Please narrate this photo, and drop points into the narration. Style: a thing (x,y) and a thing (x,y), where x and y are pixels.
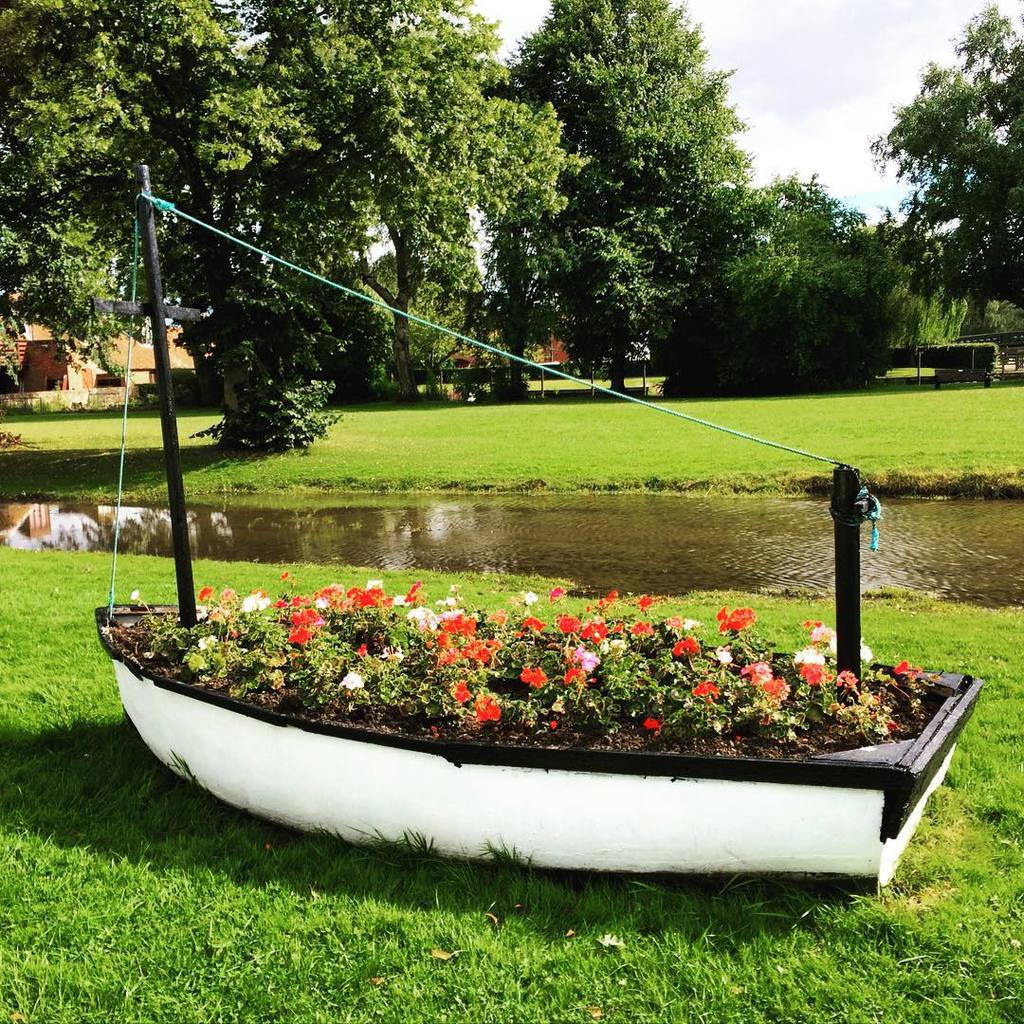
In the image we can see there is a boat (488,682) kept on the ground (23,696) in which there are flower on the plants (681,721). The ground (959,812) is covered with grass (468,952) and behind there is water (558,514). There are lot of trees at the back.
